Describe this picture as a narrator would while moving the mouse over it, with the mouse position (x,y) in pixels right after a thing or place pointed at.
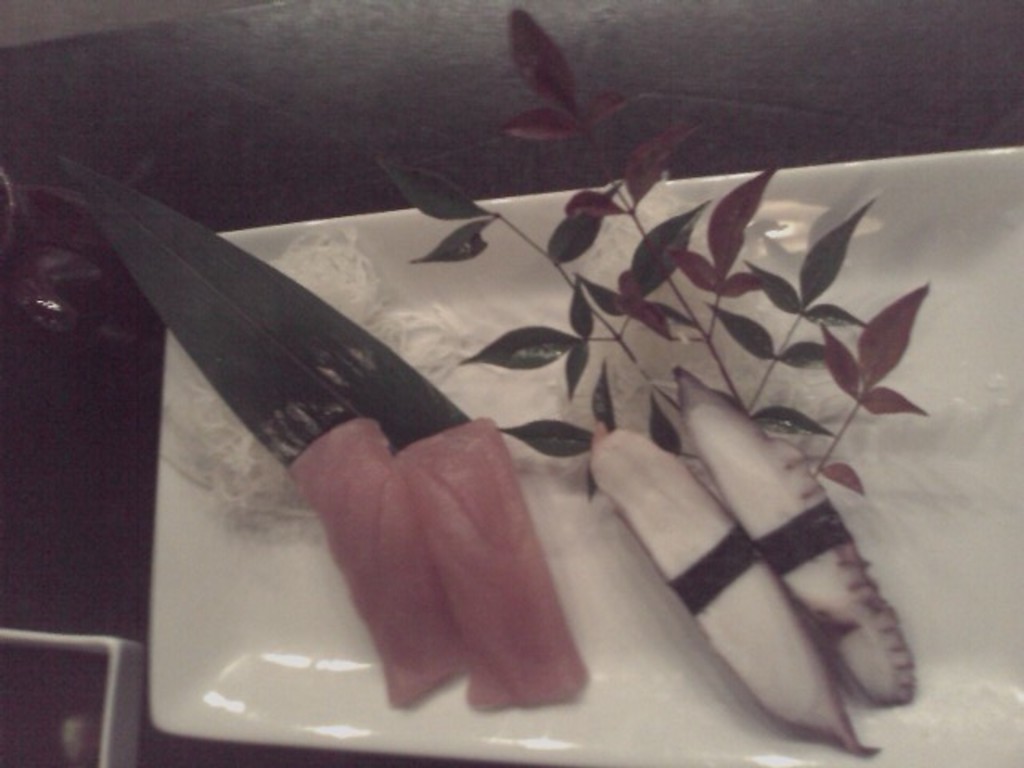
In the image there is meat (340,528) along with leaves (579,281) on a white plate (752,745). the plate (203,619) is on a table (382,40).
